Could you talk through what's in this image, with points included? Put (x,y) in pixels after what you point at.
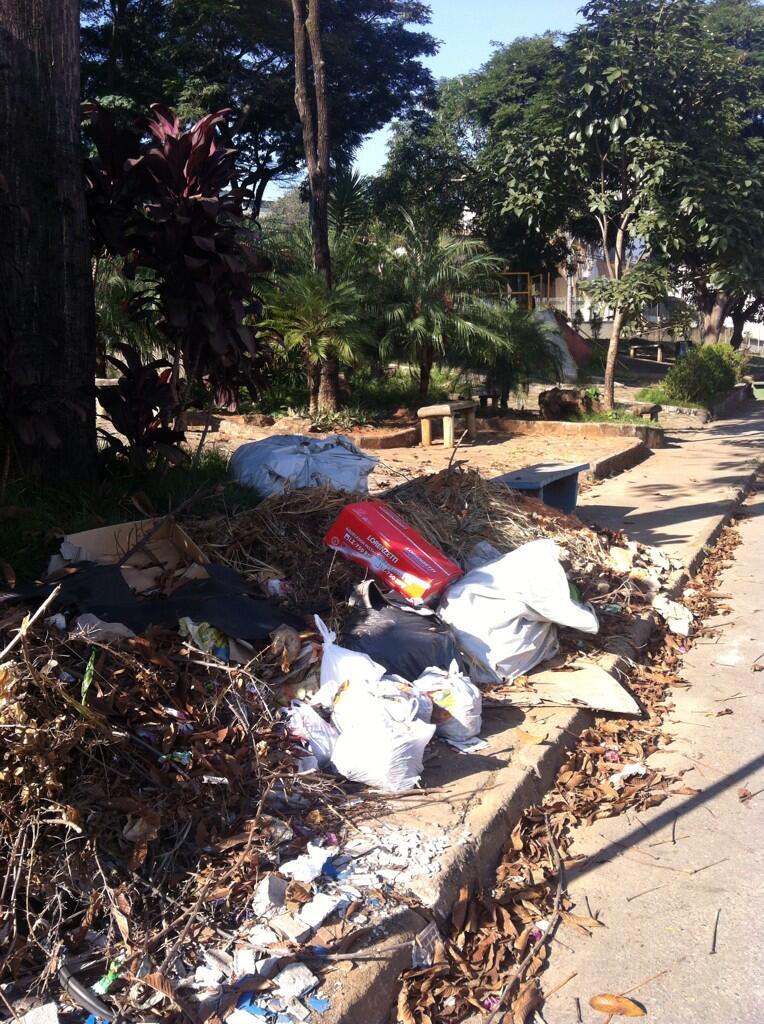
In this image I can see there is a road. Beside the road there are leaves (241,728), Covers (390,641) and box (343,545). And above them there are trees (338,208) and a bench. And at the top (465,55) there is a sky (517,29).
